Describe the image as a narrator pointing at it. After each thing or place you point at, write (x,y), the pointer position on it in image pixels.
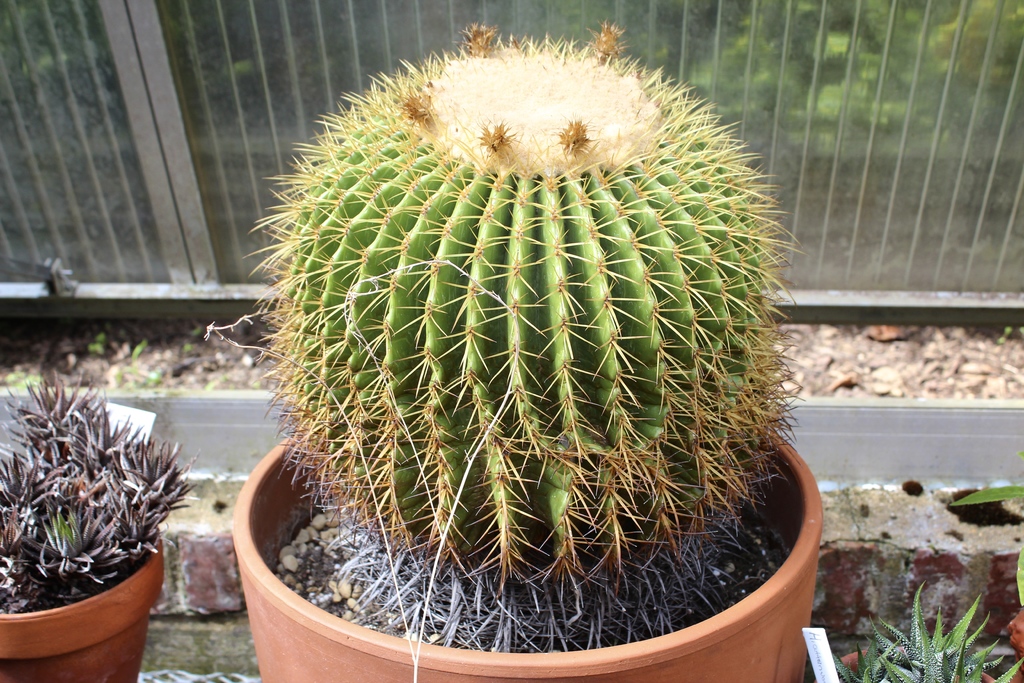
In the foreground of the picture (17,492) there are plants (677,457). In the background (245,188) there is a railing (219,143). Behind the railing (883,62), there is greenery (926,81).
